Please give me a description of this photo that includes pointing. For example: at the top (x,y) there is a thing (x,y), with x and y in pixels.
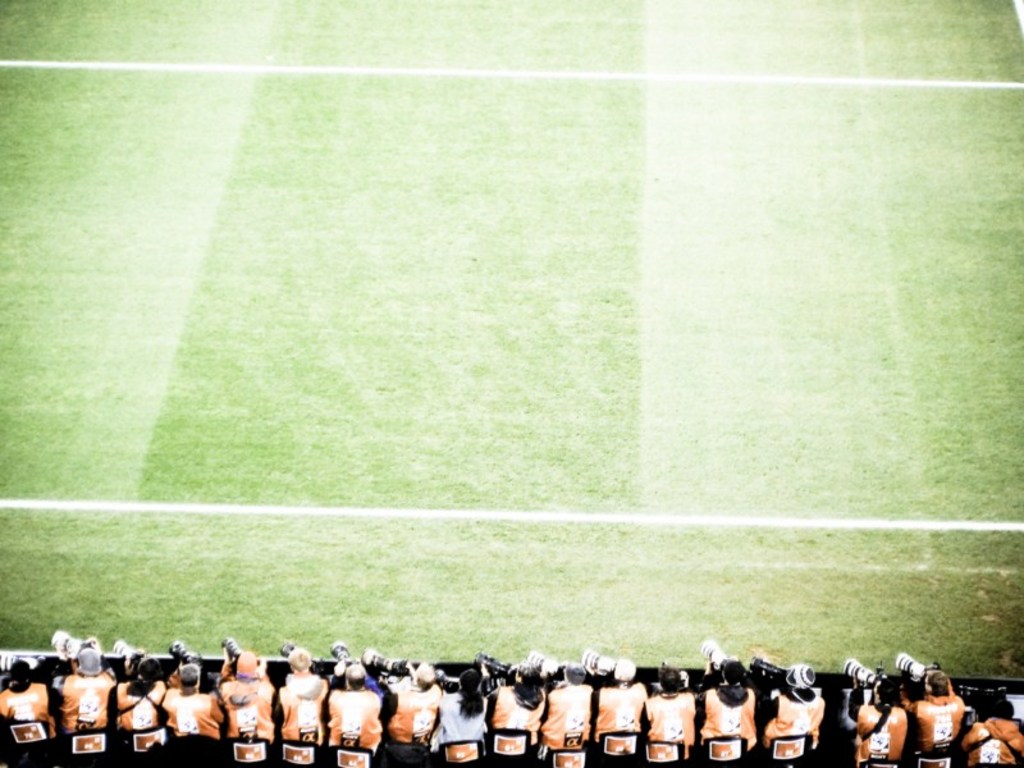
At the bottom (136,680) there are few people (182,708) holding cameras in their hands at the fence (274,678). In the background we can see ground (626,247) and on it we can see grass (369,348) and two horizontal lines (316,510).
